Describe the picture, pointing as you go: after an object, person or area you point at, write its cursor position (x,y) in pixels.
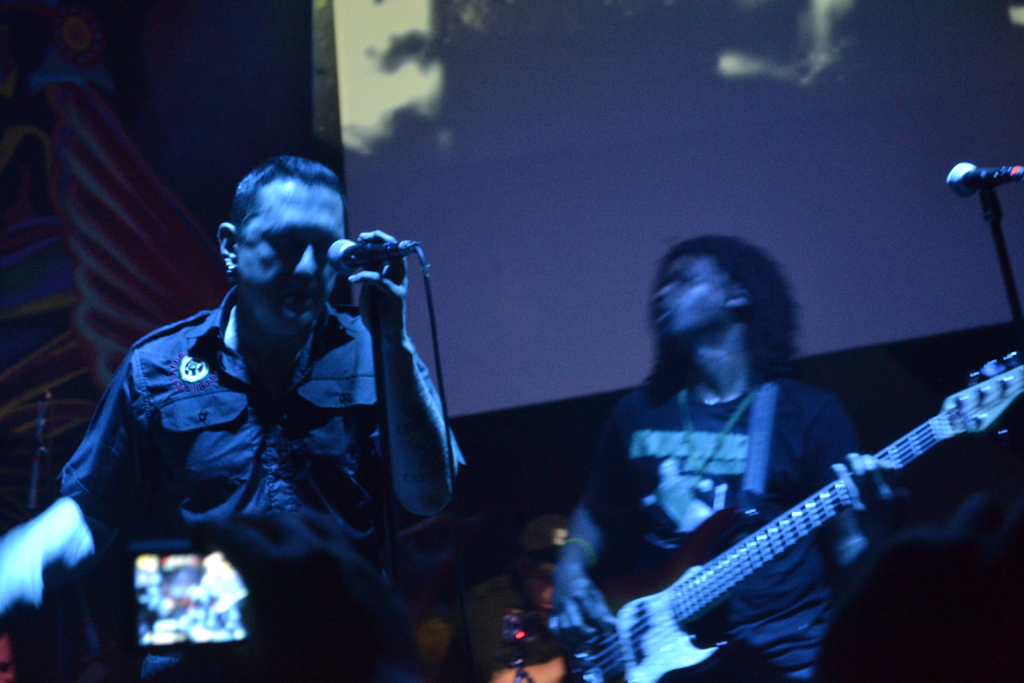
This persons (763,376) are standing. This person (321,472) is holding a mic (340,263). This person (690,313) is holding a guitar (627,634). This is a screen (655,214). Mic (972,185) with mic holder (1010,296).
